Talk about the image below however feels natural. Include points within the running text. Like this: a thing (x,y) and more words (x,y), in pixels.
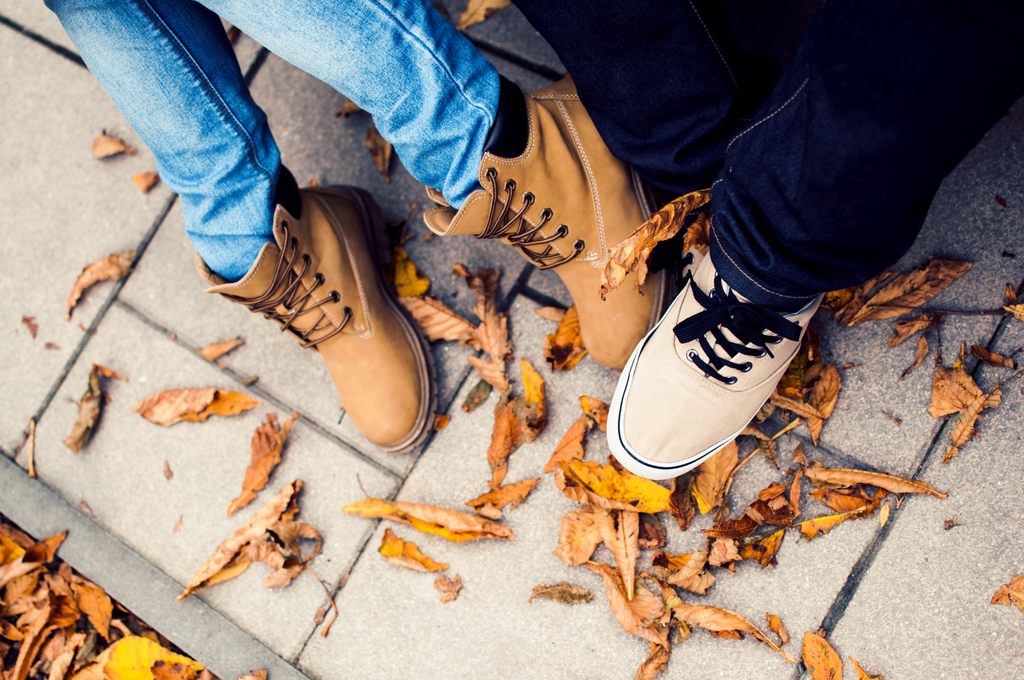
There are legs (80,12) of persons (181,149) with shoes (533,251). On the ground (90,230) there is brick floor (53,241). Also there are dried leaves (641,532) on the ground (468,442).
